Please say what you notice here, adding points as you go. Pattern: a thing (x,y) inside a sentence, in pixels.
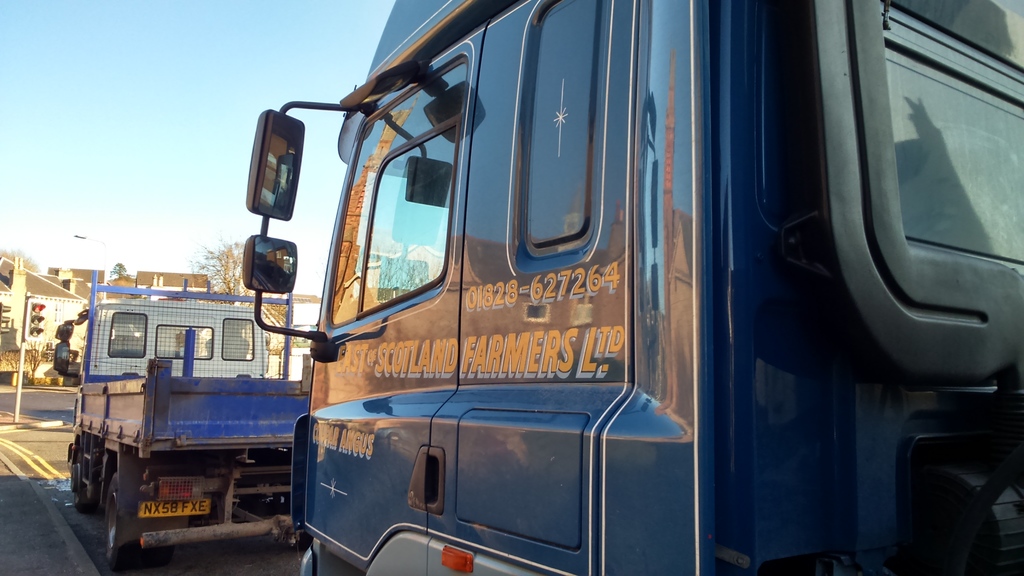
In this image we can see vehicles (488,454). In the back (23,344) there is a traffic signal (37,328). Also there is a building (11,312). There are trees (211,277). And there is sky (168,120).
